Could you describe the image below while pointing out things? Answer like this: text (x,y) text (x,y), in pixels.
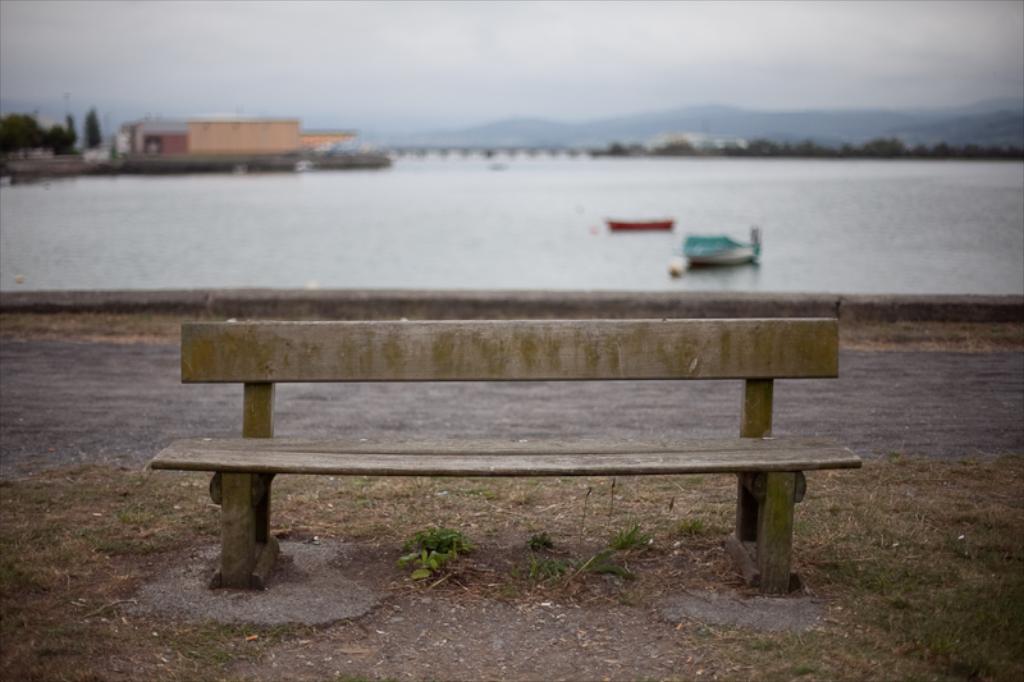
In this image I can see few trees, buildings (232,139), mountains (155,114), bench (409,461), sky (758,58) and few boats (635,229) on the water-surface (585,217).
